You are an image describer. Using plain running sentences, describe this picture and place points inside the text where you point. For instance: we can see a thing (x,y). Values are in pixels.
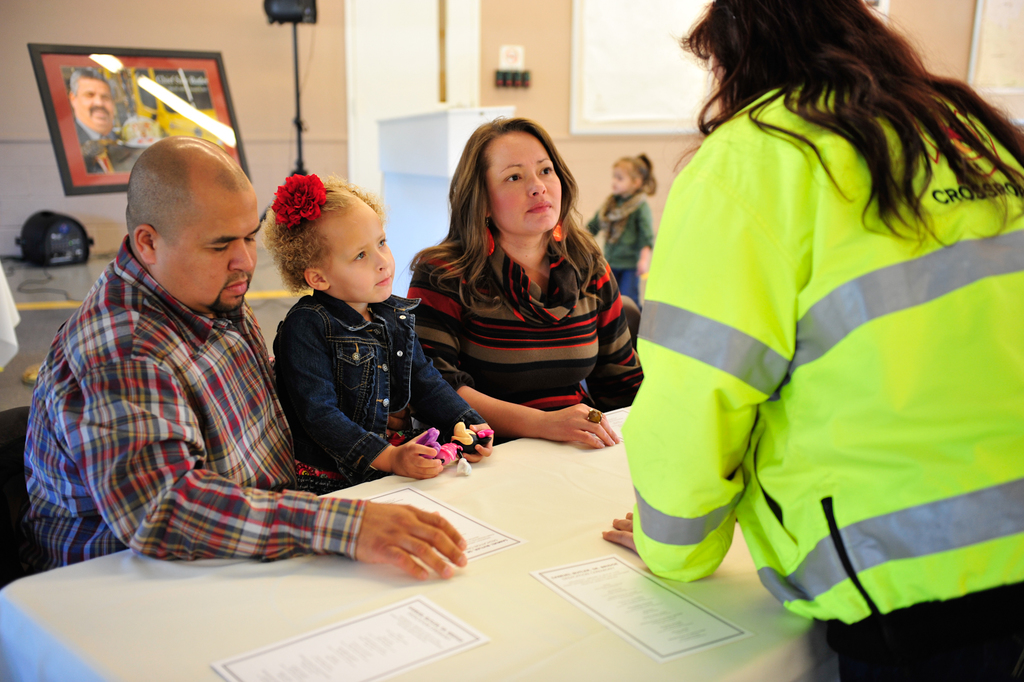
In this image we can see three people (287,428) sitting in the chairs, a child (379,410) is holding a doll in it. On the right side (745,350) we can see a woman (760,365) talking to them standing behind the table (775,617) containing papers (662,632) and a cloth (218,624) on it. On the backside (93,236) we can see a frame (195,79), table (421,141), wall (93,236) and a child (612,251).
